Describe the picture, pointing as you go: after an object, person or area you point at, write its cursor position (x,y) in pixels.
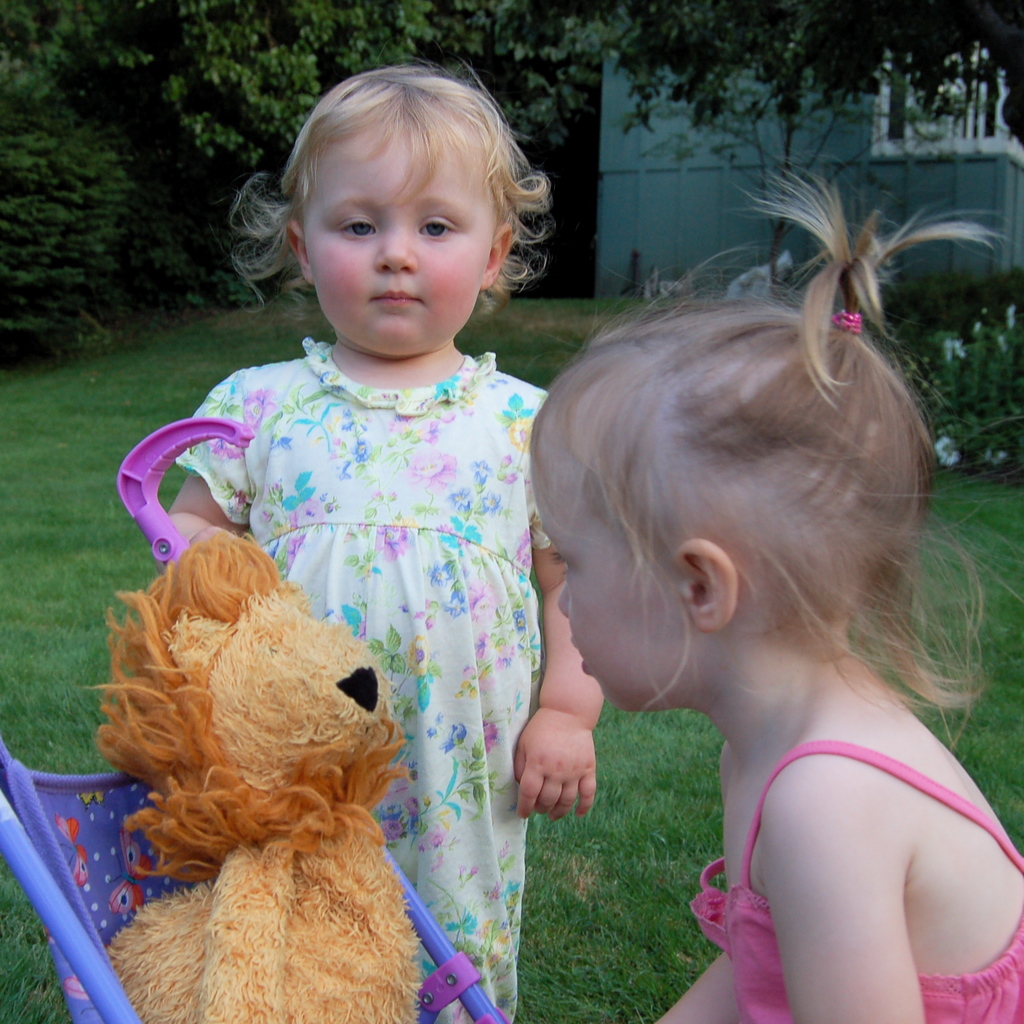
Here we can see two kids (602,579) on the grass (664,961) and there is a toy (276,940). In the background (89,285) we can see plants (2,228), trees (3,230), and a wall (640,161).
